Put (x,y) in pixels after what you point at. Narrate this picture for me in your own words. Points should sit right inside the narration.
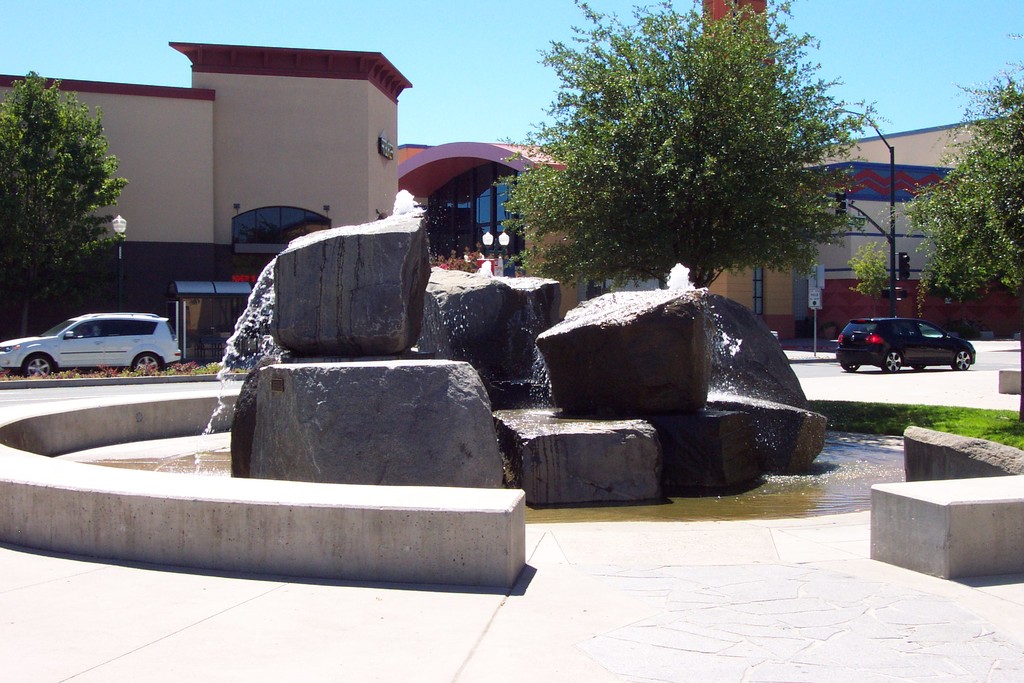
In this picture there is a water fountain (377,227) in the middle (472,279). In the fountain (540,393), there are stones (564,386). Behind the fountain (331,381), there are buildings (105,260), vehicles (100,339), trees (763,253) etc. In the background (429,36), there is a sky (864,80).
